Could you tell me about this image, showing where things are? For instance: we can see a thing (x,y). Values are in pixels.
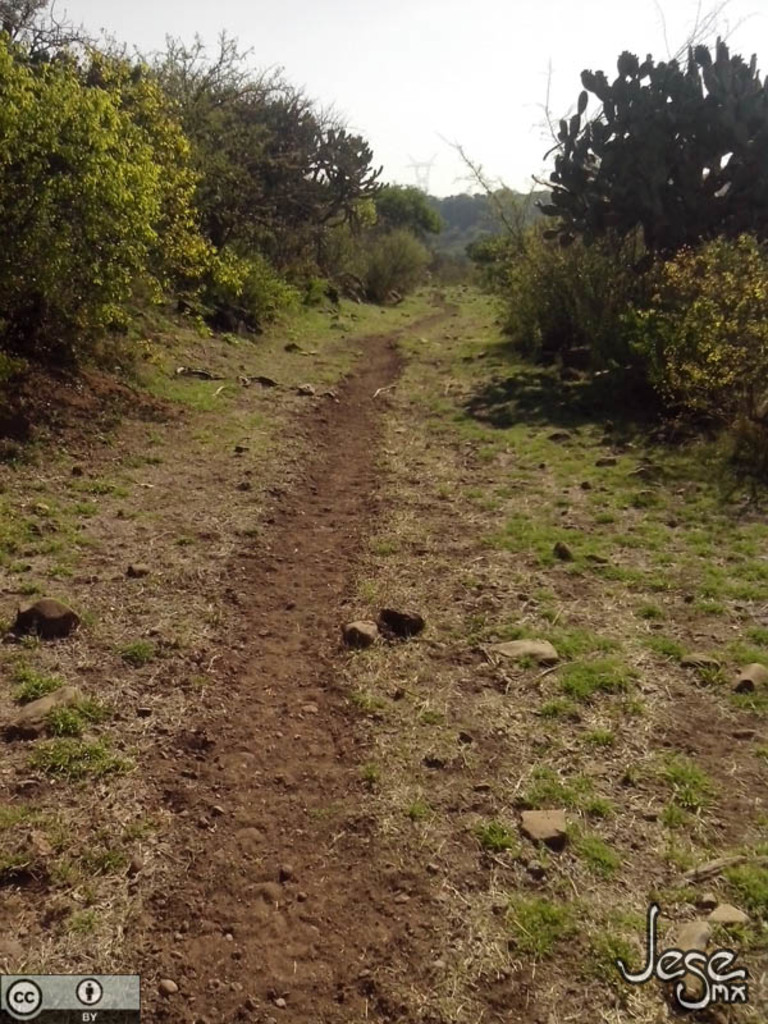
In this image we can see the plants (360,265), trees (499,233), grass (522,433), soil (339,509), stones (541,834) and also the sky (481,27). We can also see the text (707,961) on the right (713,997) and there is a watermark (109,988) on the left (121,978).
